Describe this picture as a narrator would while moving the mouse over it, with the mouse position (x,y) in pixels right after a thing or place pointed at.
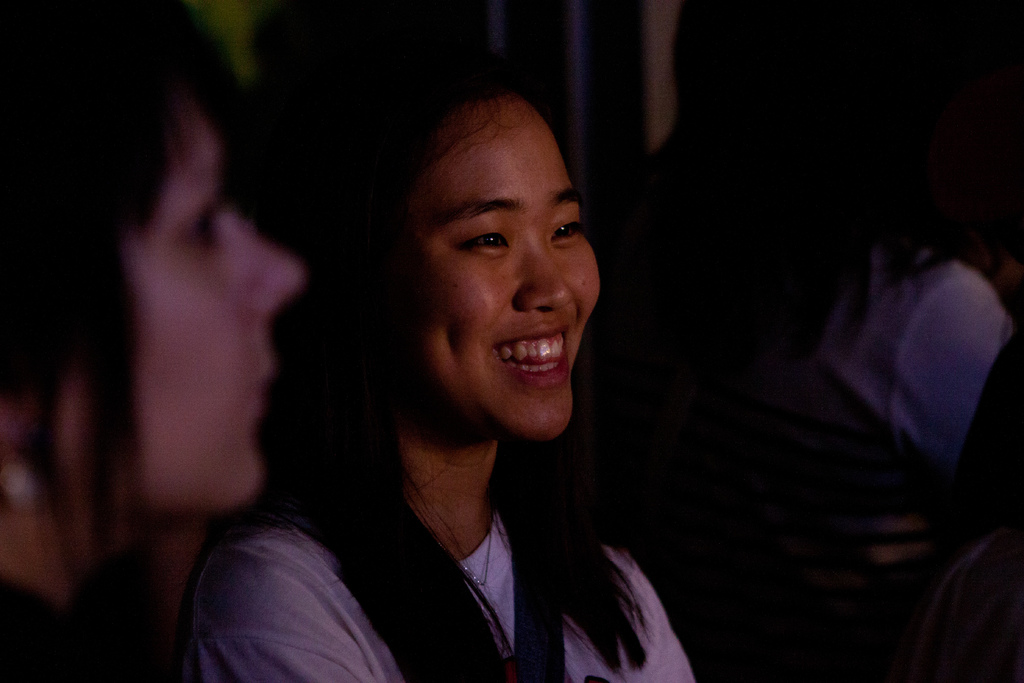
In the center of the image (554,334) we can see a lady (569,395) smiling. In the background (798,312) there are people (215,261).
